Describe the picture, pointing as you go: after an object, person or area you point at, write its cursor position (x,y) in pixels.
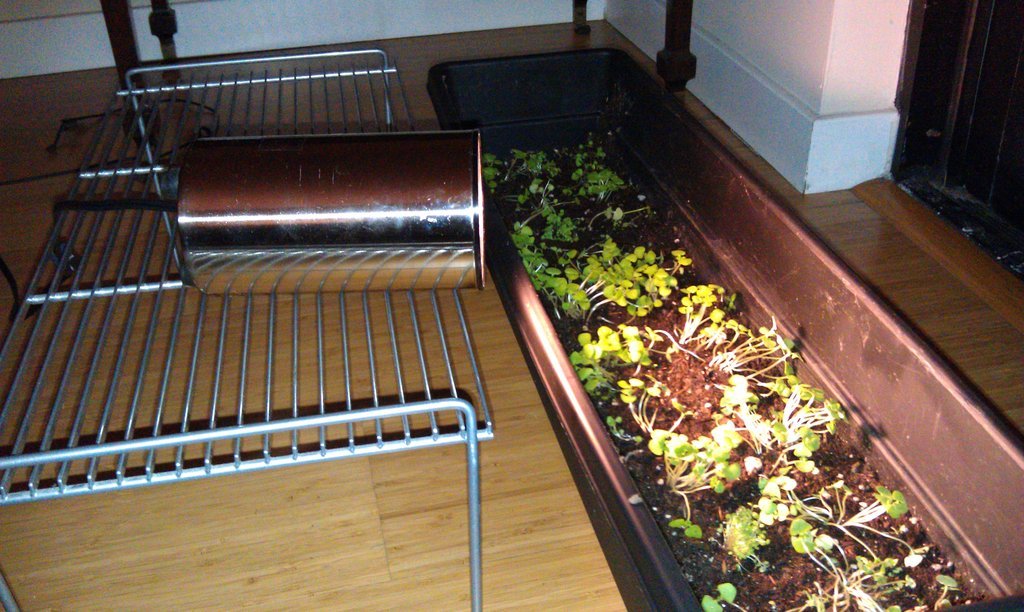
In the center of the image (364,262) we can see grills (270,341), tin (252,232), a pot (519,82) contains plants (651,280). At the top of the image (440,20) wall (432,34) is there. In the background of the image (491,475) floor (408,450) is there.
